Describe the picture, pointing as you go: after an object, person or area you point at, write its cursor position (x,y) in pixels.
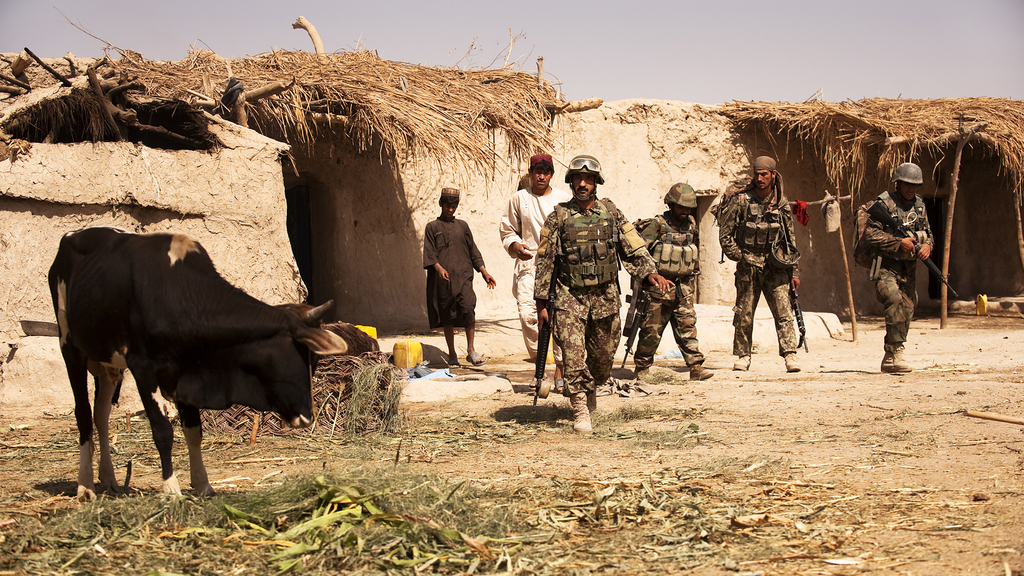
These four people (682,279) wore military dress (603,264) and holding guns (642,288). Here we can see an animal (134,289) and houses (266,158).
